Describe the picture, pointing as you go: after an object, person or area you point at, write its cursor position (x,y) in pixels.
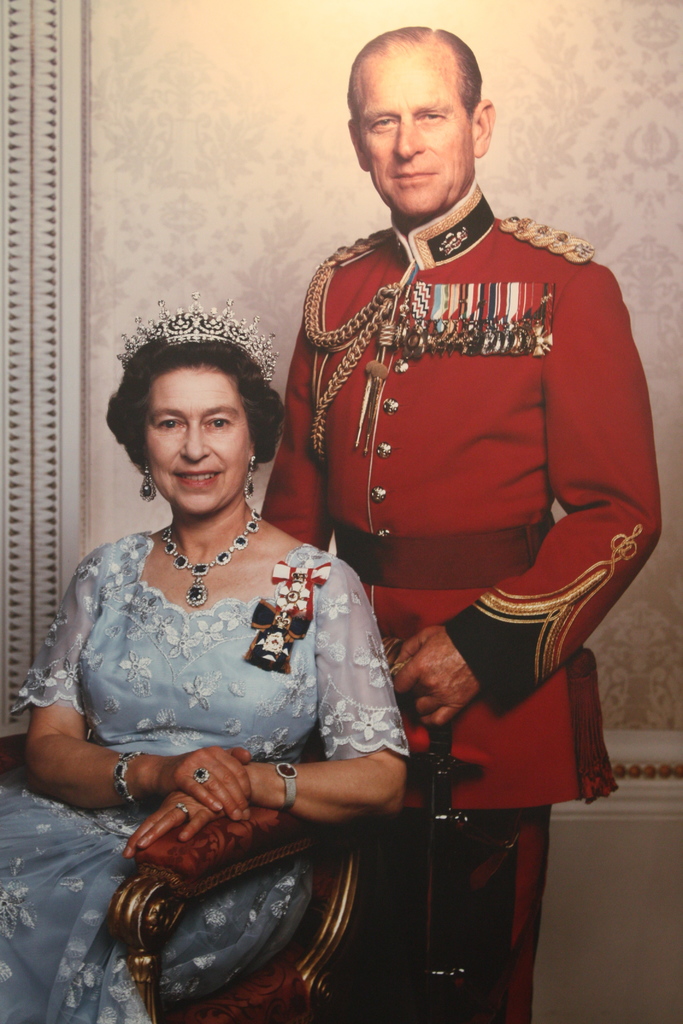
In this image a woman (206,527) and a man (535,830) smiling and giving pose for the picture. The woman (214,582) is sitting on a chair (278,961) and the man (425,582) is standing at the back of her. In the background (214,207) there is a wall (214,134).
